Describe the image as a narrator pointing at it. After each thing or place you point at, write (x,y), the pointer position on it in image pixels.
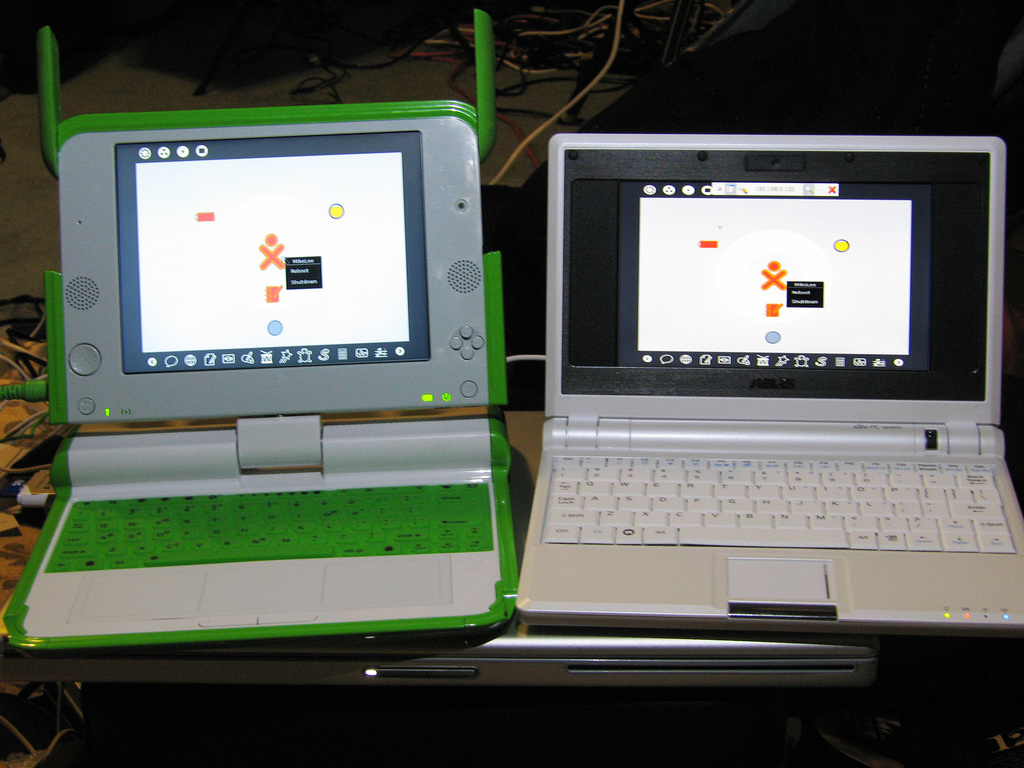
In the picture we can see a desk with a laptop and on it we can see two laptops (958,246) which are opened, one is in green color keys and green color borders (56,393) and one is with a gray color and white color keys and behind it we can see some wires (44,385) with connectors (11,491) on the floor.
